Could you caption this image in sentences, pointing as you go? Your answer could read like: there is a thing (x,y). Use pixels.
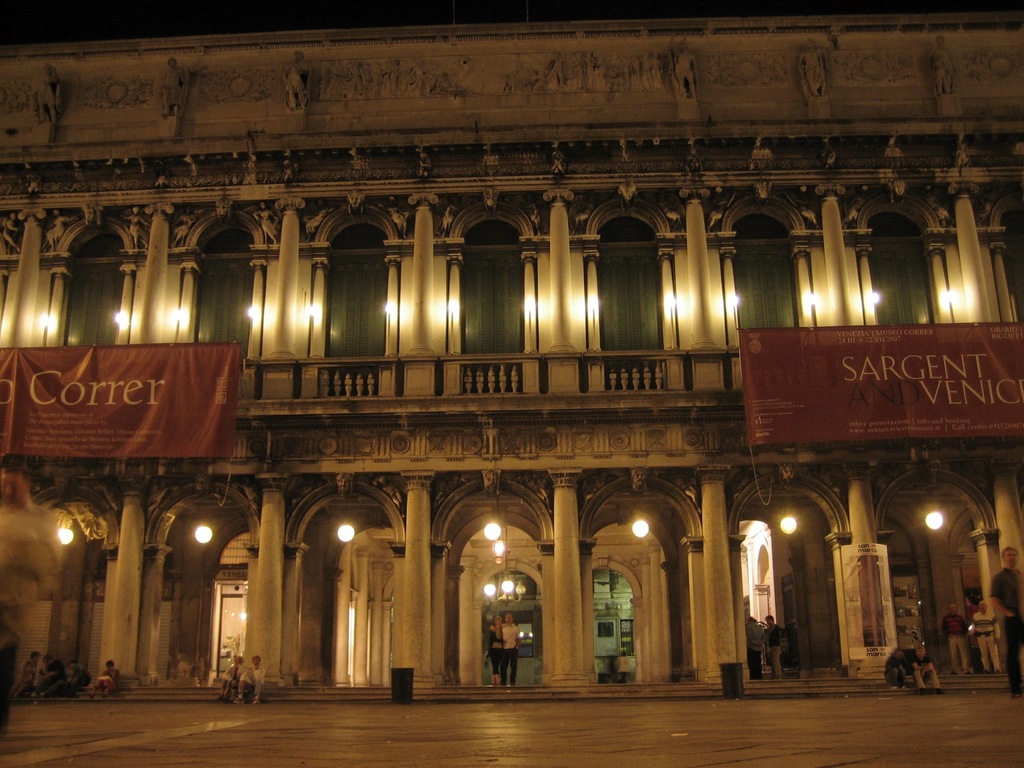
In this picture I can see building (398,444) and I can see few lights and few people (109,690) seated on the stairs (1004,679) and few (1013,626) are standing and I can see couple of dustbins (728,692) on the floor (606,704) and I can see couple of banners (970,395) with some text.
